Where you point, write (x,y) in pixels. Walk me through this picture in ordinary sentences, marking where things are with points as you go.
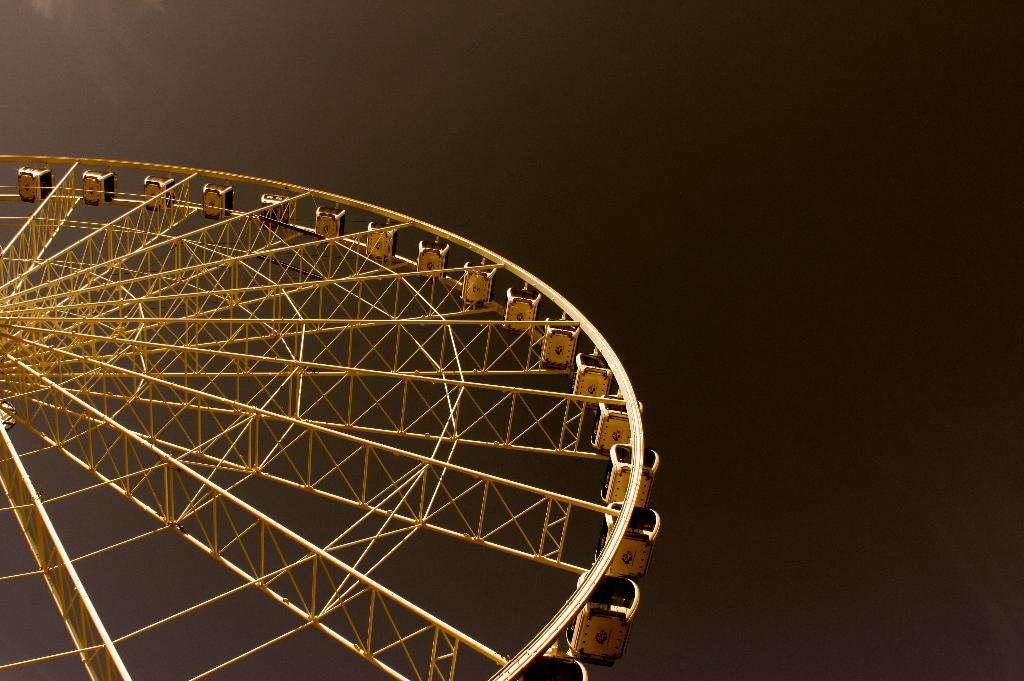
In this image we can see there is a giant wheel (376,513).
